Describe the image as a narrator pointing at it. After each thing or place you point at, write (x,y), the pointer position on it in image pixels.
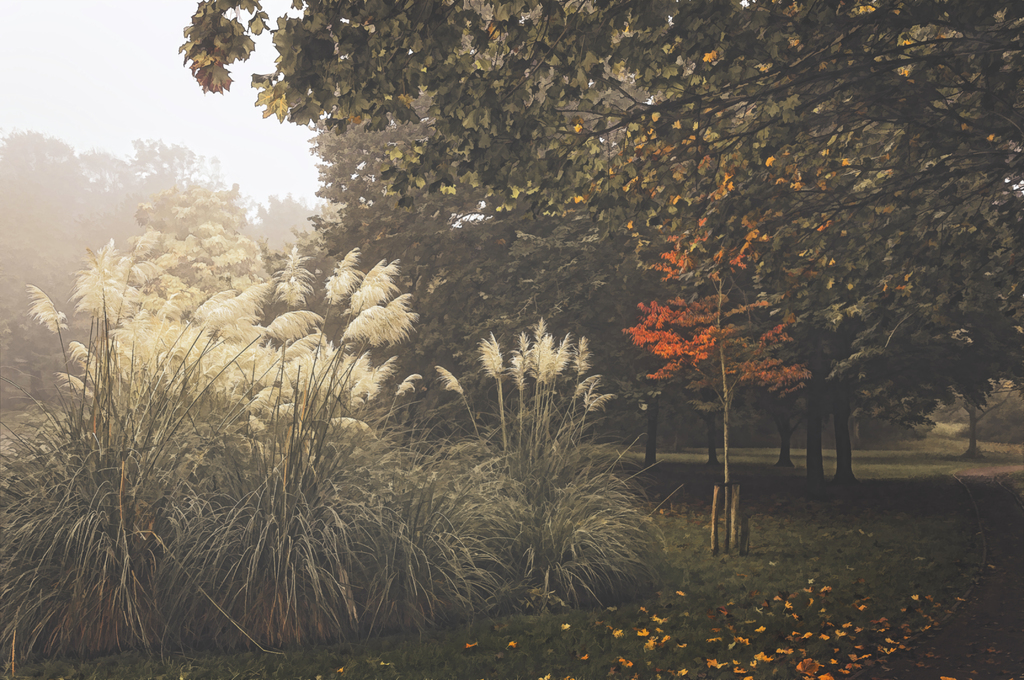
In the picture I can see the grass (883,598), shrubs (516,560), trees (272,260), fog (10,285) and the sky (184,125) in the background (219,168).
